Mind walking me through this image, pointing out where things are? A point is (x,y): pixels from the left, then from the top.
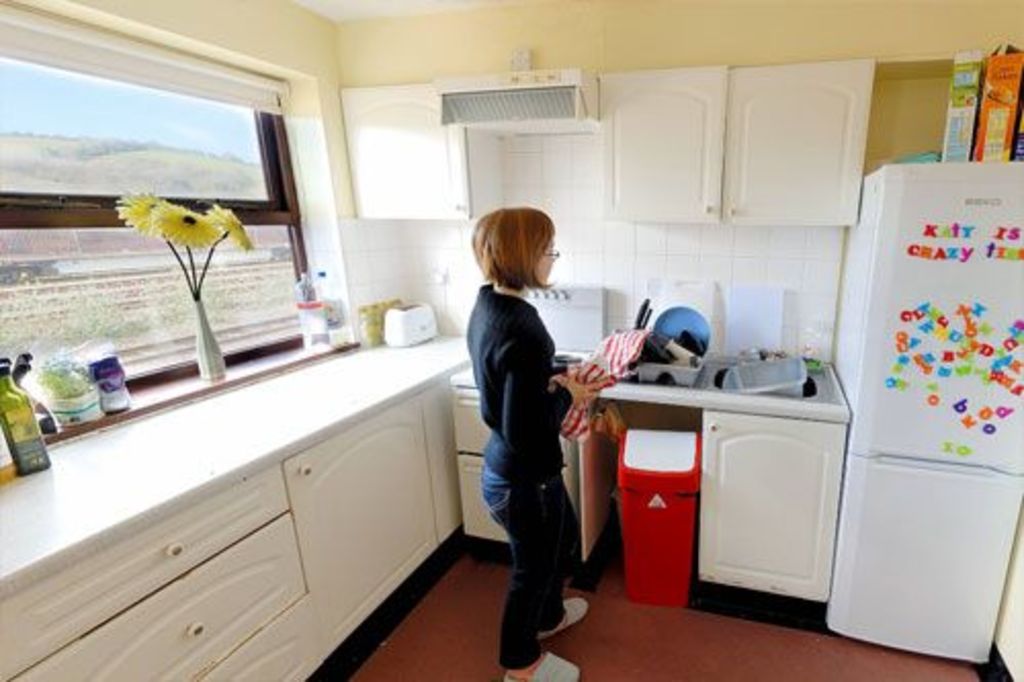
In this picture we can see white cupboards (357,147). We can see a flower vase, bottles (14,428) and other objects (404,338) on a platform (235,413). Here we can see cabinets (313,555) and a red trash bin (657,541) on the floor (674,618). We can see boxes (993,126) on the refrigerator (948,598). Here we can see colorful letters (967,370). Here we can see a container (794,381) and objects (809,389). We can see a woman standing on the floor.
